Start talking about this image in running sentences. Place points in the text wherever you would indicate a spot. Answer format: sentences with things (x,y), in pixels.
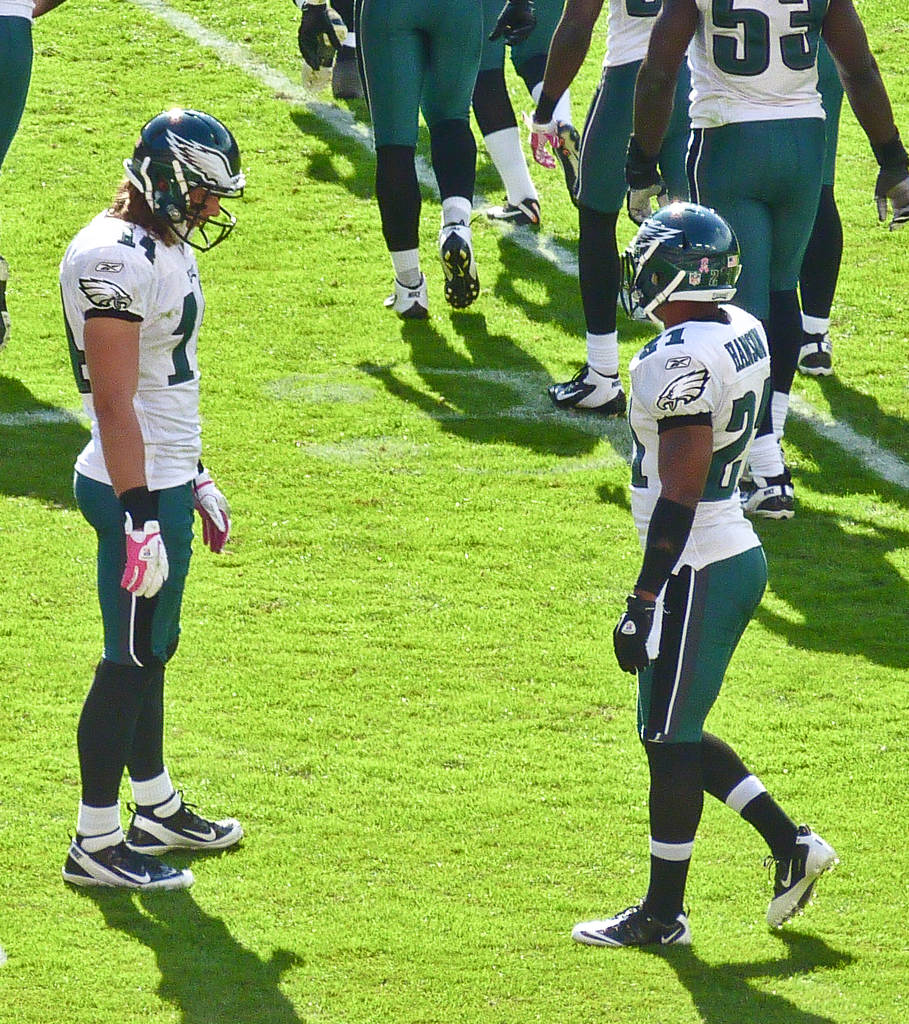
In this picture I can see two persons (169,197) with helmets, and in the background (796,251) there are group of people (794,288) standing on the grass (454,395).
